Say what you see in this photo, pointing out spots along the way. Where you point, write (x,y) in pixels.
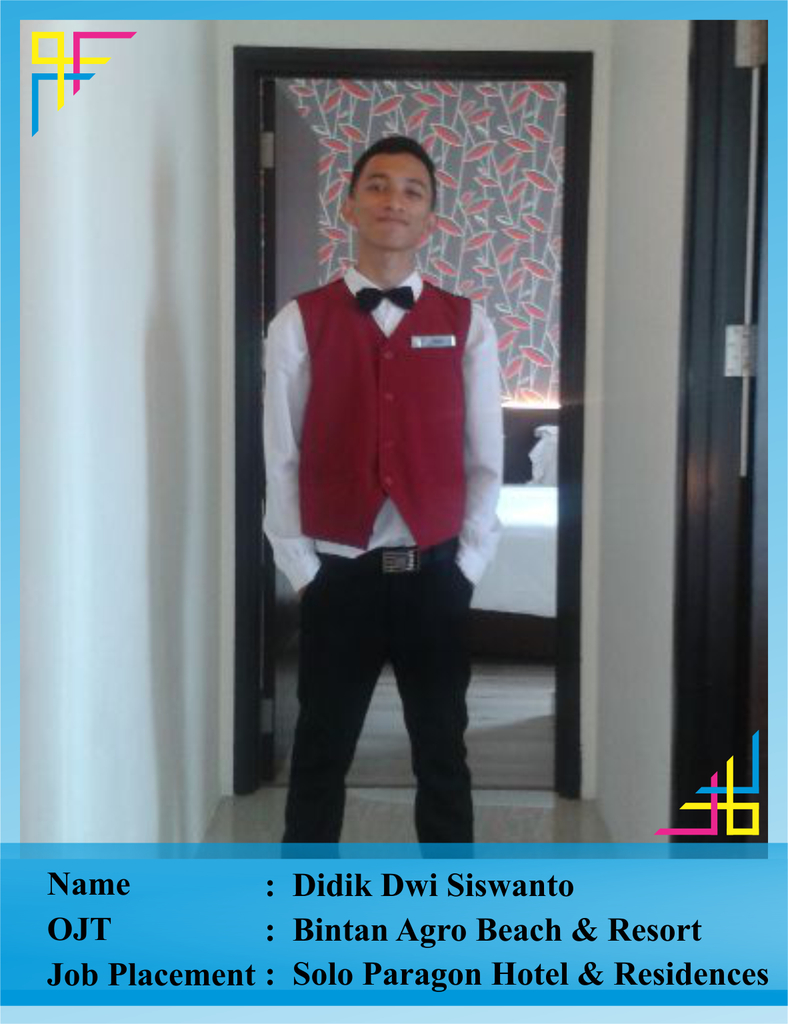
I can see this is an edited image. There is a person (391,417) standing, there are walls (184,267), there is door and there are some other objects (548,591). Also there are words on the image.
